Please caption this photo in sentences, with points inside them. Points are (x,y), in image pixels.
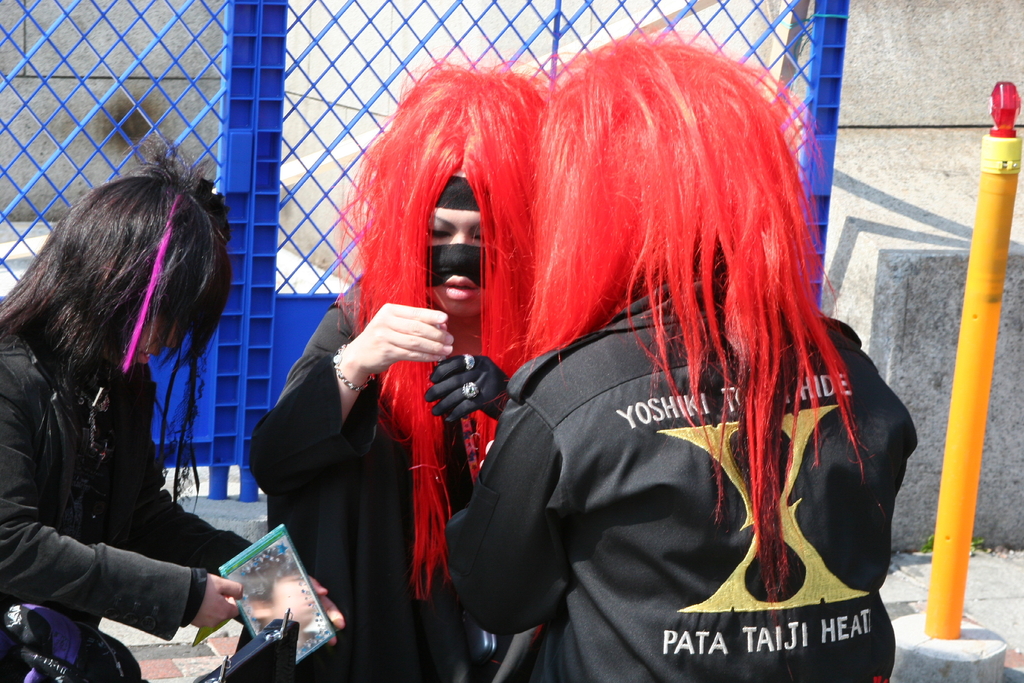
In the background (837,66) we can see the wall (926,10) and blue fence (458,47). In this picture we can see people (661,659) wearing hair wigs (749,227). On the left side of the picture (40,251) we can see a person (5,324) holding an object (295,549). On the right side of the picture (981,465) we can see an object (964,442).
